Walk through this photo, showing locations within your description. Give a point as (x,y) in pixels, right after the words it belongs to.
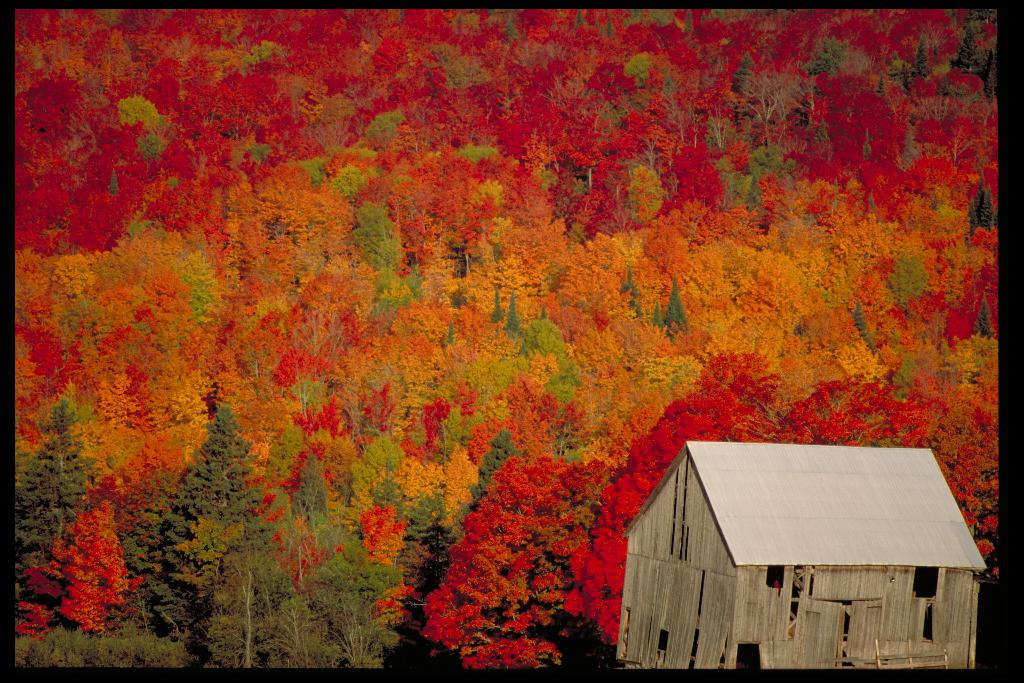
In the image it is a depiction of a hut (692,493) and trees (484,308).
